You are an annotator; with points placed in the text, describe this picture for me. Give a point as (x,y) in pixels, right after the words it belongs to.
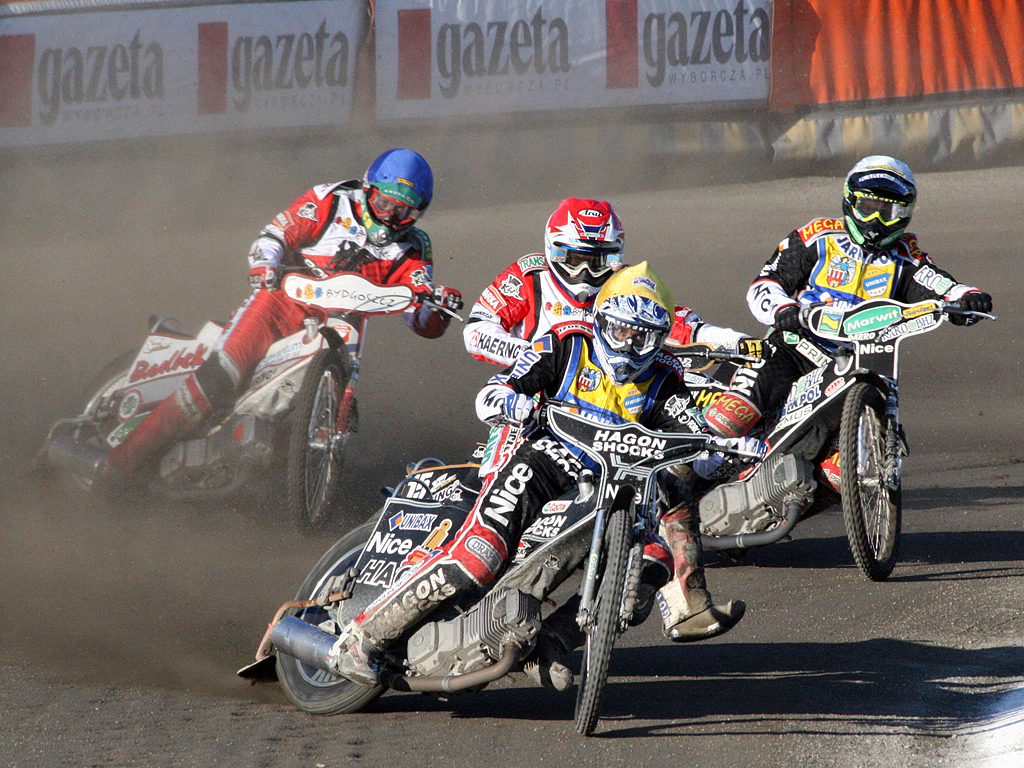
In the middle of the image (557,270) few people (953,300) are riding motorcycles (287,262). Behind them there is fencing (511,29).
